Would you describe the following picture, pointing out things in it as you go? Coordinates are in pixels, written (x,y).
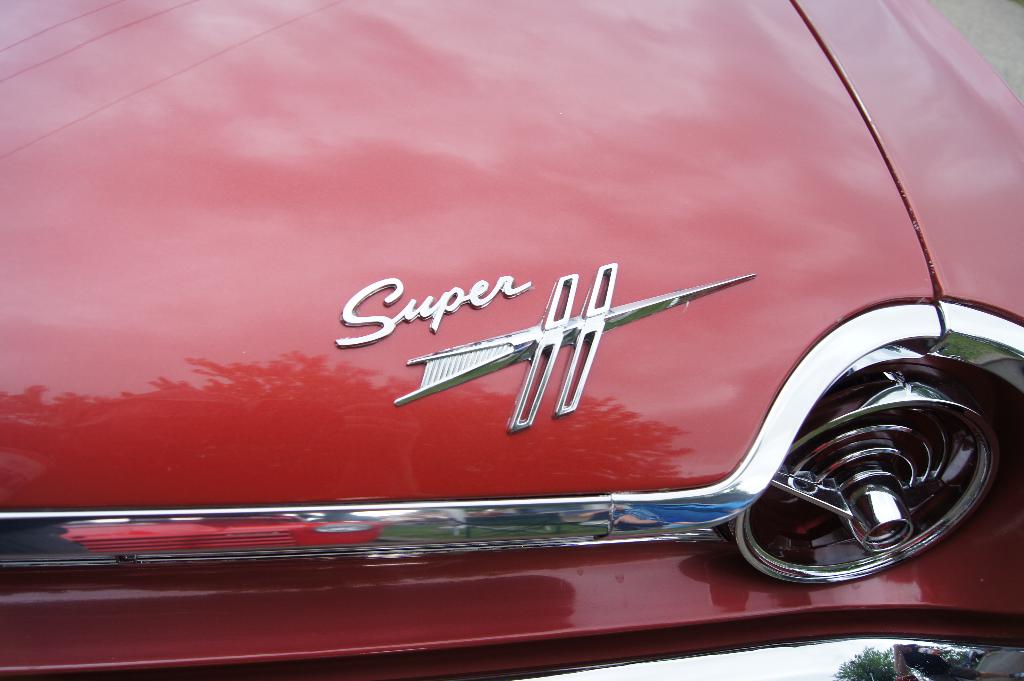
In this image in the front (600,289) there is a car (542,299) with some text (367,326) written on it which is red in colour. At the bottom right (883,664) there are leaves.
